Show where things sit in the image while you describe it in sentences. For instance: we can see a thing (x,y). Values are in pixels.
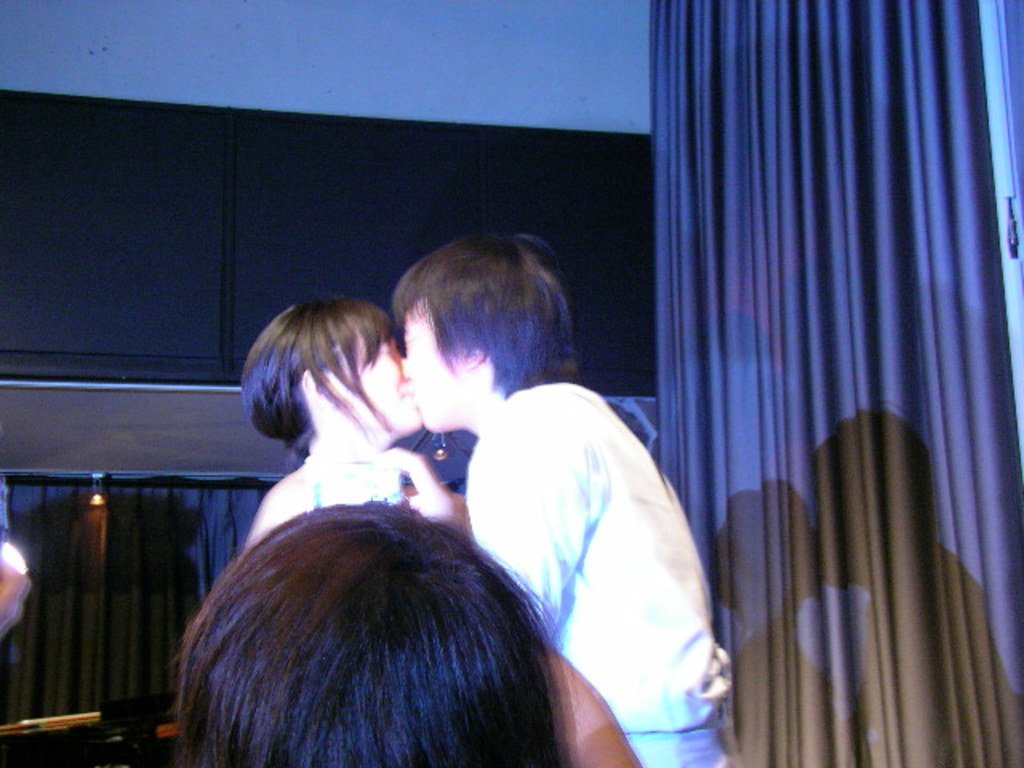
In this image there are two persons (452,410) kissing each other, in front (324,663) him there is a person (322,650), in the background (332,209) there is a wall (593,275) on the left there is a curtain (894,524).
